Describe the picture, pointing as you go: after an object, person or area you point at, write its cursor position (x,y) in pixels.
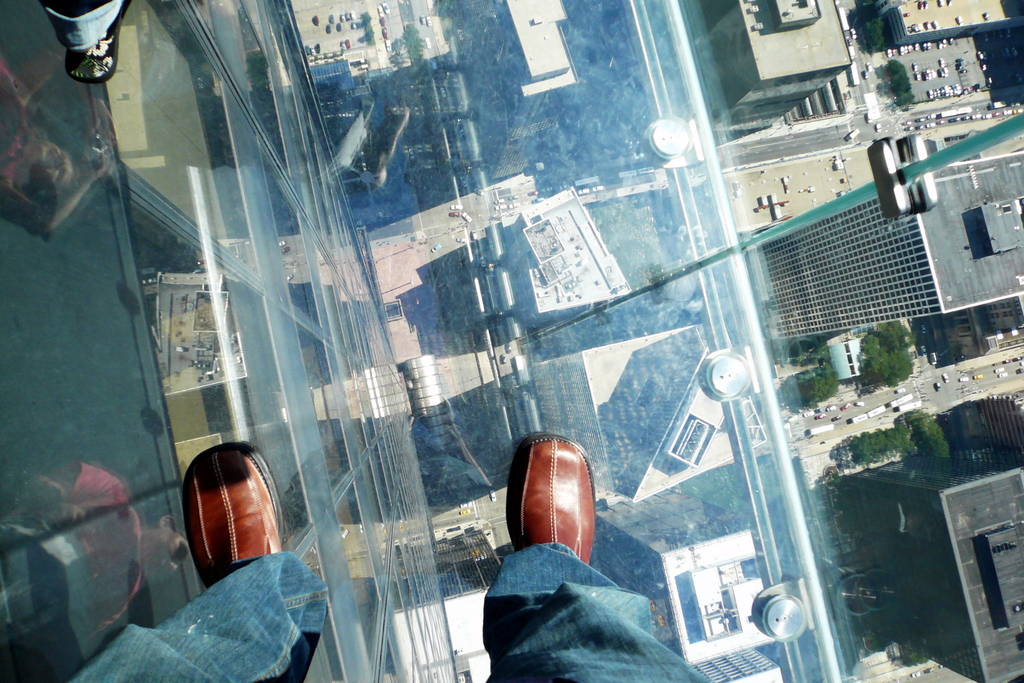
In this image we can see the legs (562,543) of a person (113,682) on the glass platform (508,267). In the background of the image (718,585) there are trees (805,404), buildings (844,226) and there are vehicles (980,376) on the road (798,428).
